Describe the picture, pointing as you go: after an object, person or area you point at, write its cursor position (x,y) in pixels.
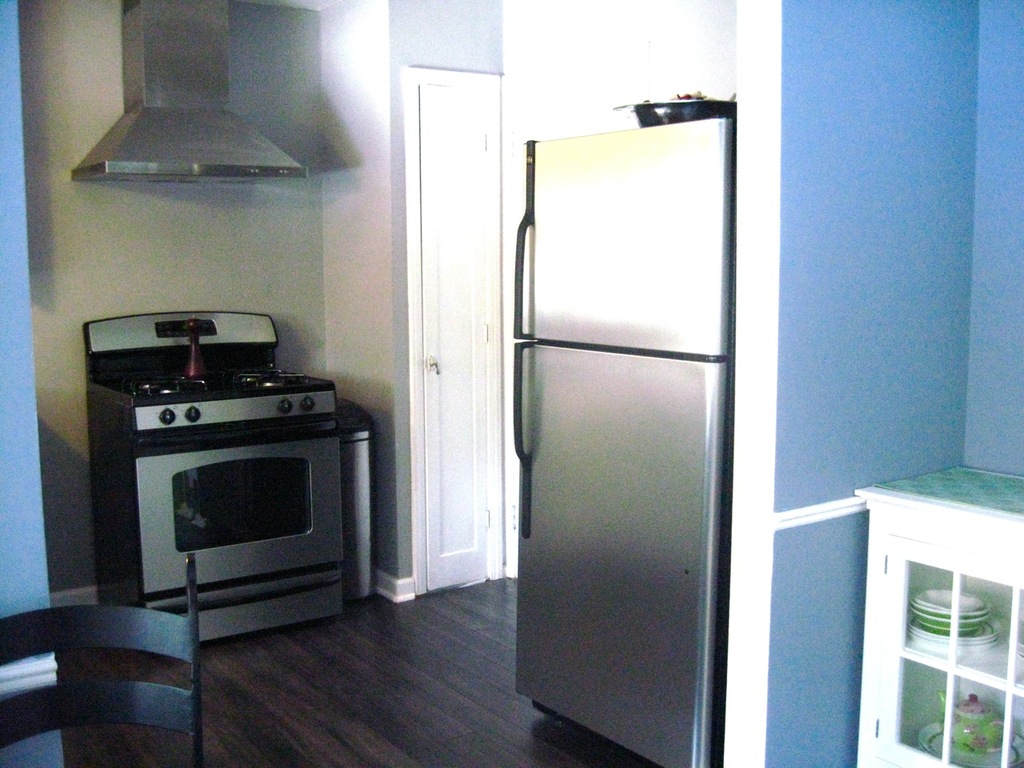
I think this picture was taken in the kitchen area (368,562). This is a refrigerator (566,410). I can see a gas cooker (287,372). This is the chimney (209,169), which is attached to the wall (88,82). This looks like a door (476,315). I think this is a chair (54,623). At the right side of the image (878,572), I can see a cupboard (882,602) with the bowls (965,618), plates (971,631) and a kettle (968,730) in it. This is the wall (906,341).
